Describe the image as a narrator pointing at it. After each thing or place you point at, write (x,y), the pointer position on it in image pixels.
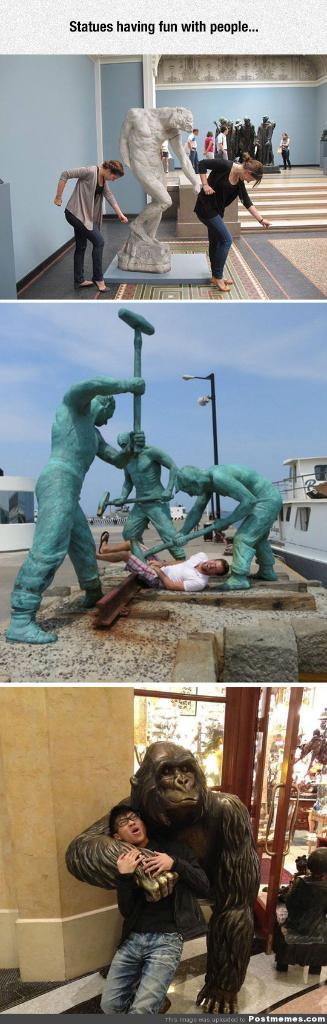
This is a photo collage, we can see some statues (232,813) and people (152,945) in the photos.
